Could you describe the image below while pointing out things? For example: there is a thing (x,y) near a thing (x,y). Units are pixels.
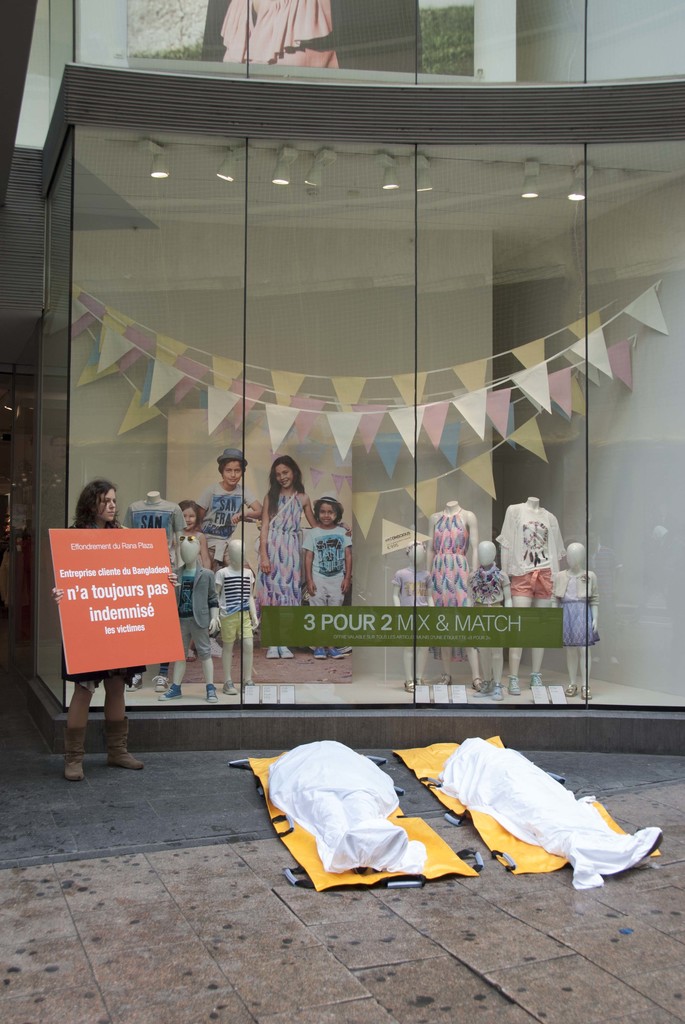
At the bottom of the picture (282,916), we see the pavement (292,926). We see two figures (526,792) are lying on the yellow color stretchers (262,759). We see the white color bed sheets (368,805). The woman (90,494) on the left side (111,534) is standing and she is holding a red color board (64,580) with some text (77,582) written on it. Behind her, we see a building (144,121) and the glass window (609,515) from which we can see the mannequins (472,596) and the banner (230,447) of four children (271,503). In the background (328,368), we see a white wall (400,462). At the top (130,166), we see the ceiling (130,153) of the room (154,244) and we see the poster (194,46) on the wall (494,46).
